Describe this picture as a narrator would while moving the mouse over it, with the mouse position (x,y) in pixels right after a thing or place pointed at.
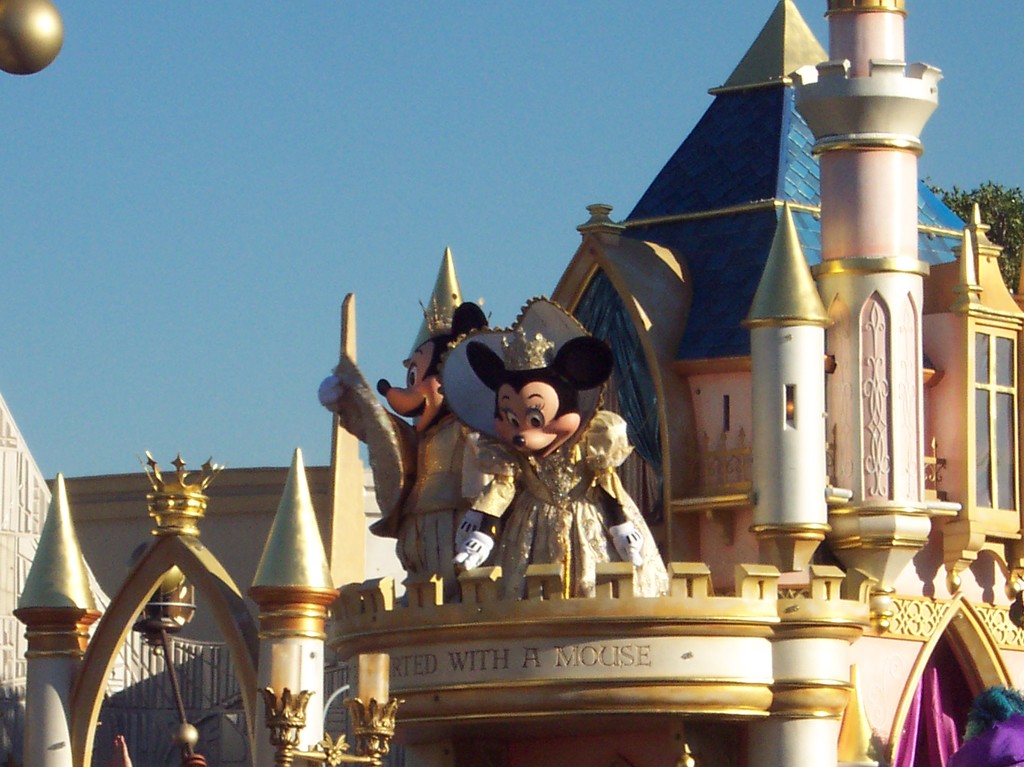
In this picture we can see a building (870,635), cloth (930,706), statues (563,544), leaves (1021,241) and in the background (356,118) we can see the sky (107,331).
